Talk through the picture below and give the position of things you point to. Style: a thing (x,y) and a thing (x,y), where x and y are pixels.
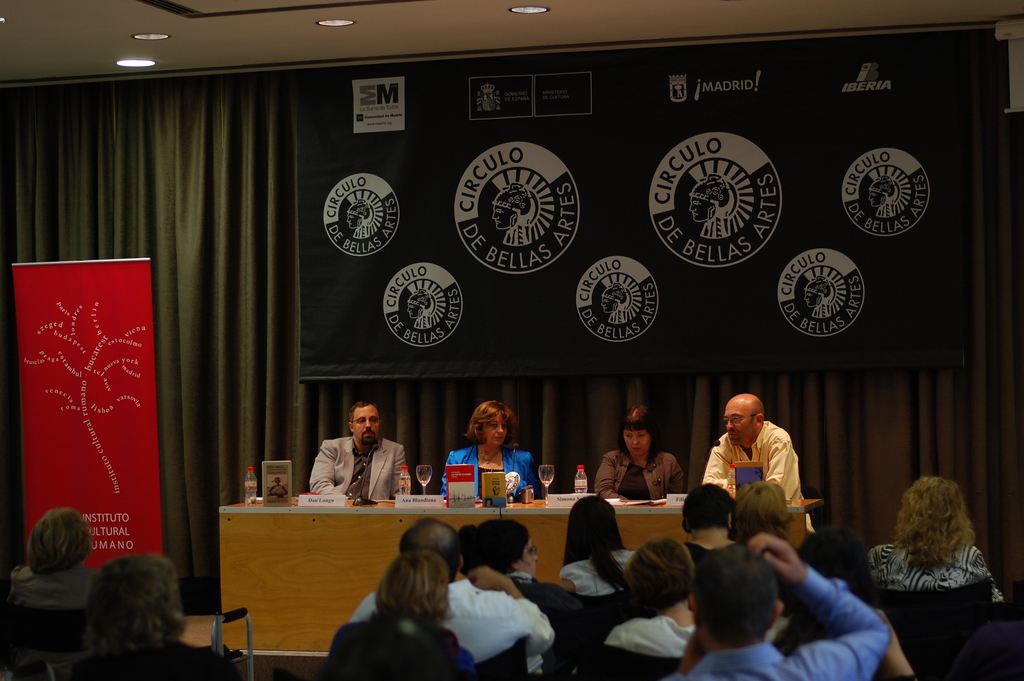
In this image it looks like a conference. In the middle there is a table (300,510) on which there are glasses (419,478), boards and bottles (403,478). Behind them there are four people (735,442) who are sitting in the chairs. In front of them there are spectators (558,587) who are sitting in the chairs (944,612). In the background (249,208) there is a curtain (205,188). At the top (254,37) there is ceiling (427,41) with the lights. On the left side (116,364) there is a banner (104,368). At the top (588,164) there is a hoarding (657,176).
